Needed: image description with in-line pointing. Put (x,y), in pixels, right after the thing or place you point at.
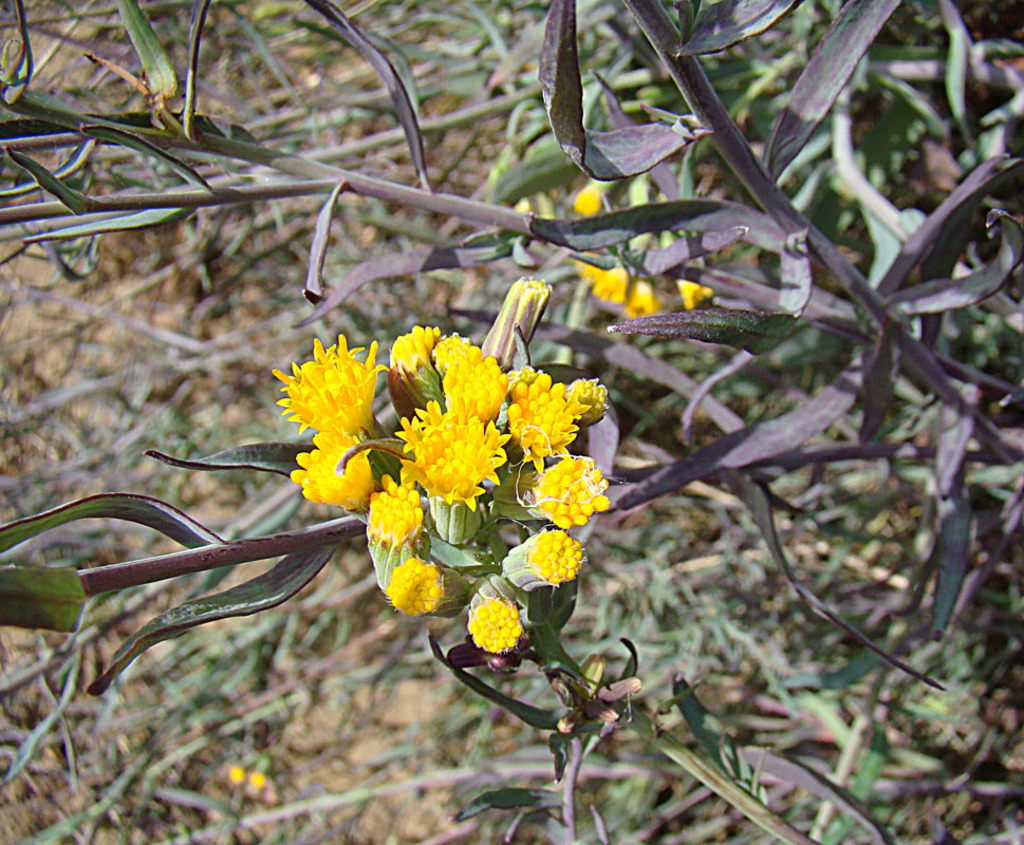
In the foreground of the image (742,166) there is a plant (588,339) with flowers (408,568).
